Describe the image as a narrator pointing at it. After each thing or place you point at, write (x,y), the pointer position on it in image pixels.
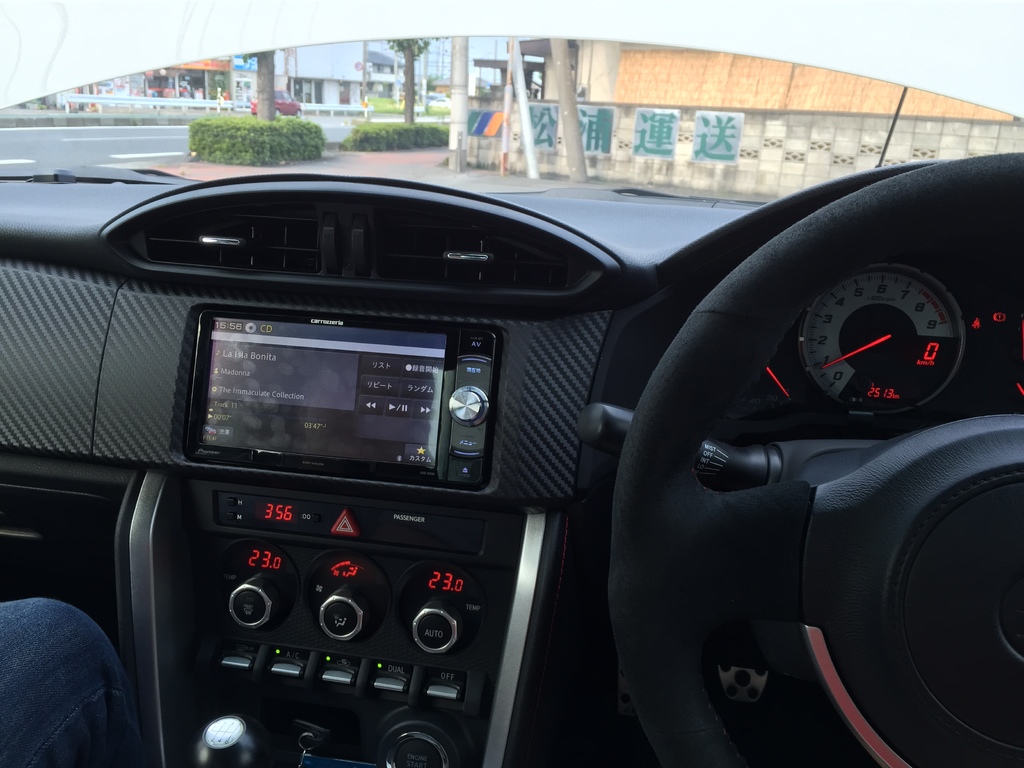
In this picture, we can see the inner view of a car (420,602), and we can see the leg (74,680) of a person (109,646), and we can see the glass (419,91) of a car (639,4), from the glass (308,96) we can see trees (271,109), poles (454,100), plants (254,132), road (345,119), buildings (353,101), and some text (604,132) on a building (628,95), we can see stores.
